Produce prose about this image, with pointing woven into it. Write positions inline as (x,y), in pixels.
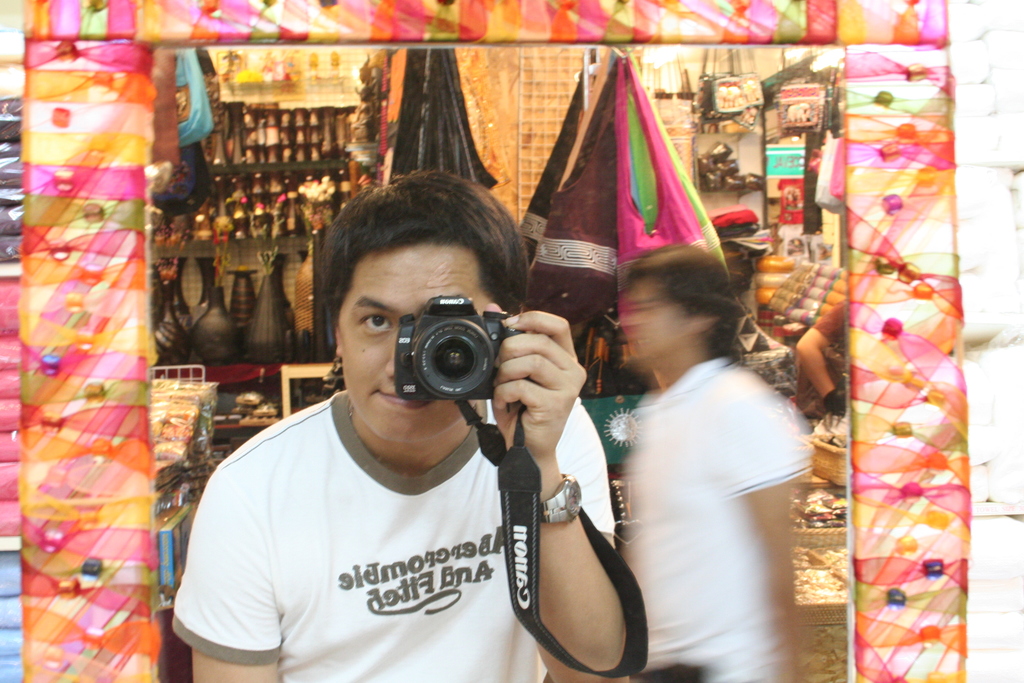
This picture shows a man (542,348) holding a camera (447,384) in his hand (534,327) and we see another man (693,321) standing and we see a store (192,295) on their back.
